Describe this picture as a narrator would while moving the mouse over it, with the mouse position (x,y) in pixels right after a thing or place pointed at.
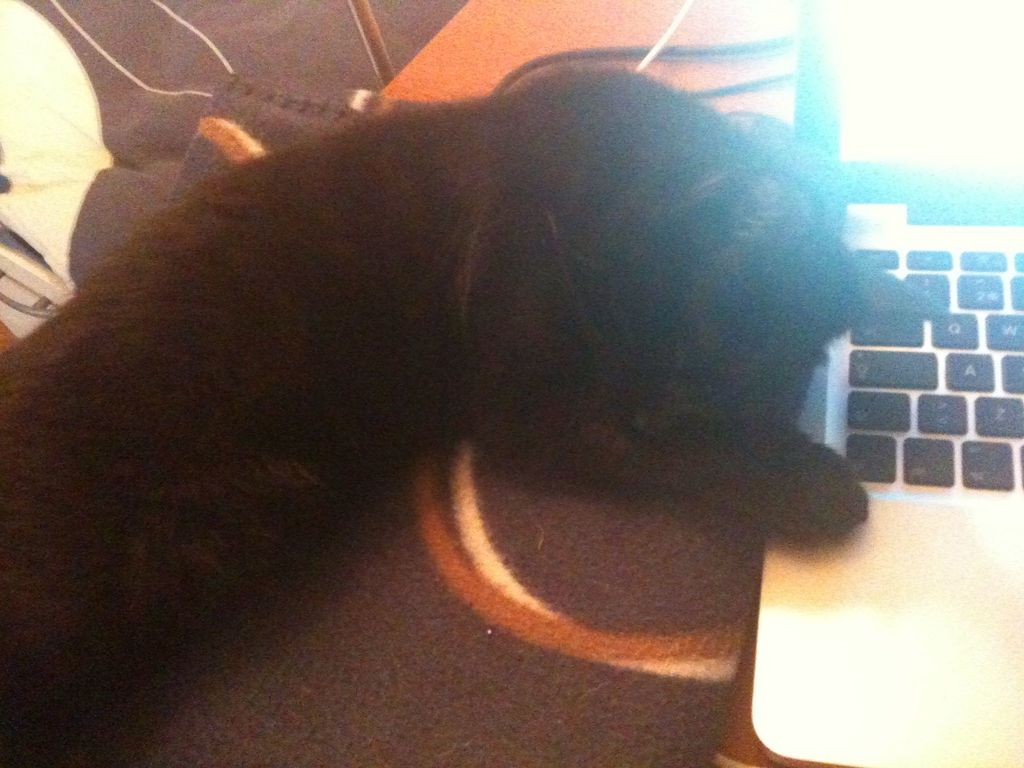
In this image we can see a cat (263,313) and a laptop (811,126) on the surface (339,583).
